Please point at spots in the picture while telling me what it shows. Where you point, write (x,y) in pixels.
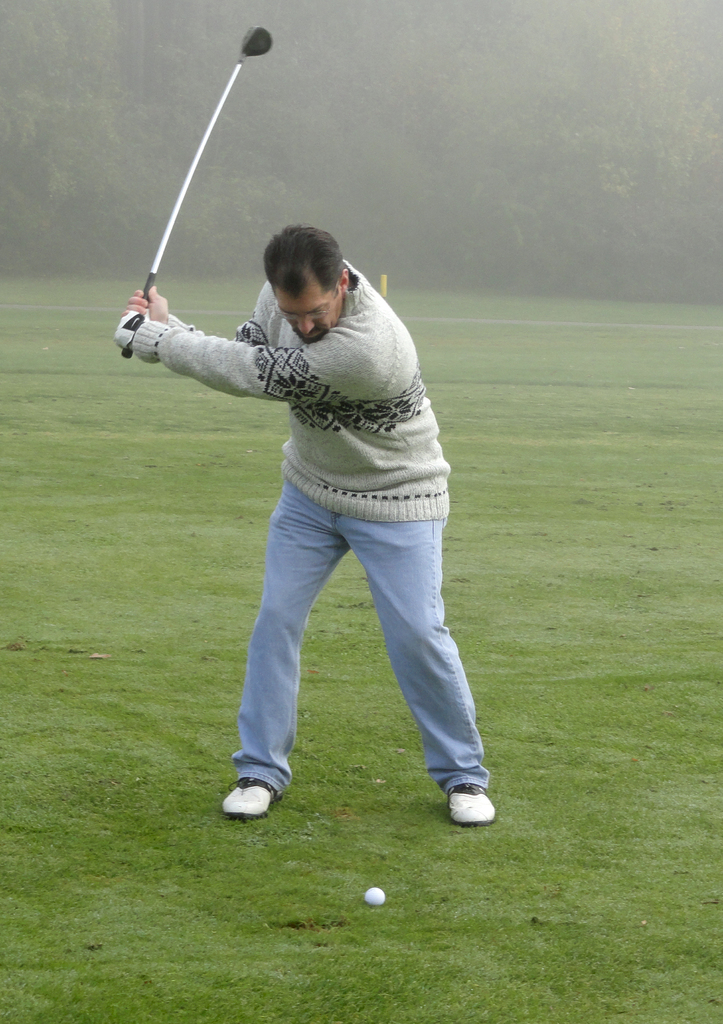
In this picture we can see one person (407,633) is playing golf on the grass (309,804), around there are some trees (343,134).
